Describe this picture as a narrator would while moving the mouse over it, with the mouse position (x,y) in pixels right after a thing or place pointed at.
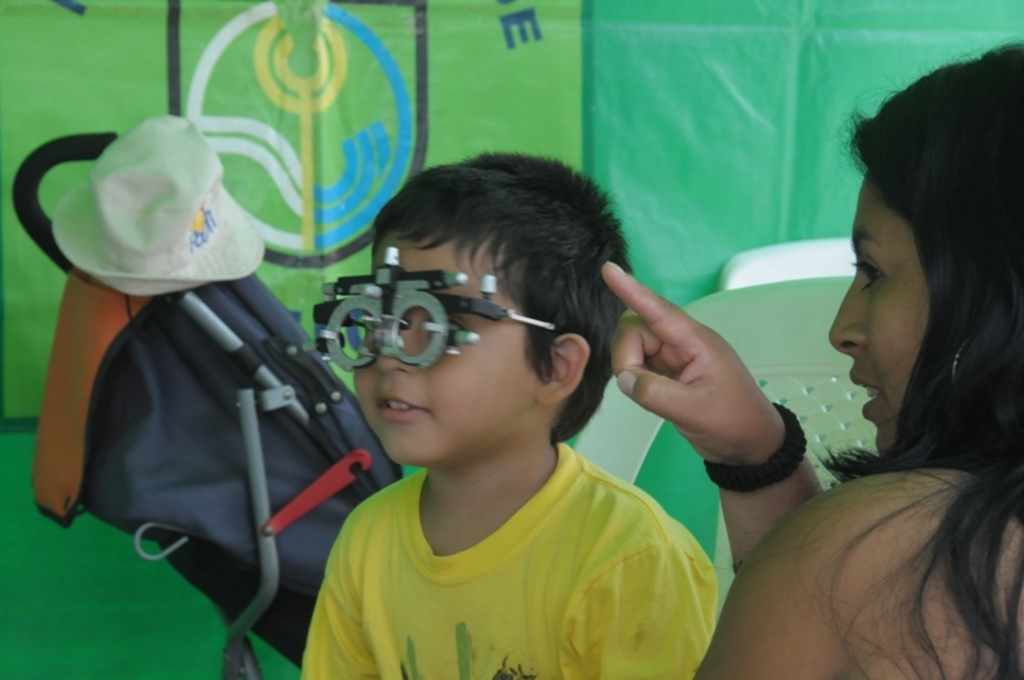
This picture is clicked inside. In the center (380,285) there is a kid (456,527) wearing t-shirt (394,579) and eye test glasses (440,324) and sitting on the chair (790,303). On the right corner (882,545) there is a person (810,475). In the background (674,258) we can see the hat (113,246), metal rods (253,407), curtains (165,112) and some other objects (166,404).
